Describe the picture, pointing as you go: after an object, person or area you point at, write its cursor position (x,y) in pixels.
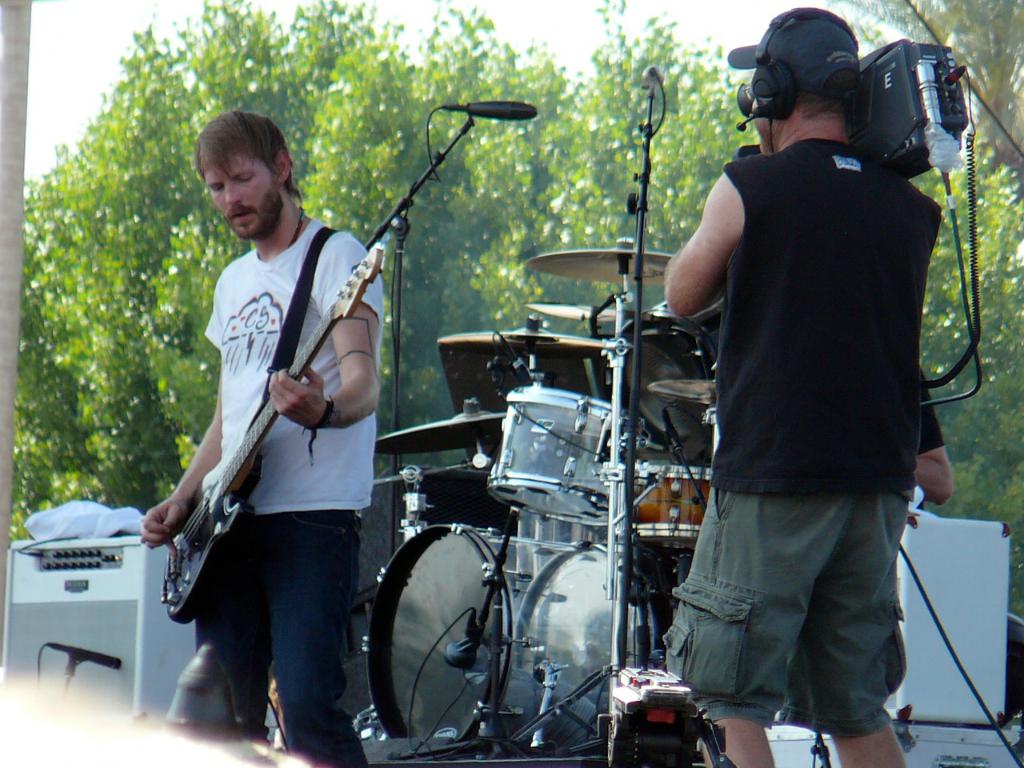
Left side of the image (333,720) a man (371,320) is standing and playing guitar (360,277). Bottom right side of the image (796,645) a man (839,42) is standing and holding something in his hands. In the middle of the image (661,332) there is a drum (651,365). Behind the drum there are some trees (684,150). Top left side of the image (109,60) there is sky (103,10). Bottom left side of the image (149,579) there are some electronic devices (106,591).
